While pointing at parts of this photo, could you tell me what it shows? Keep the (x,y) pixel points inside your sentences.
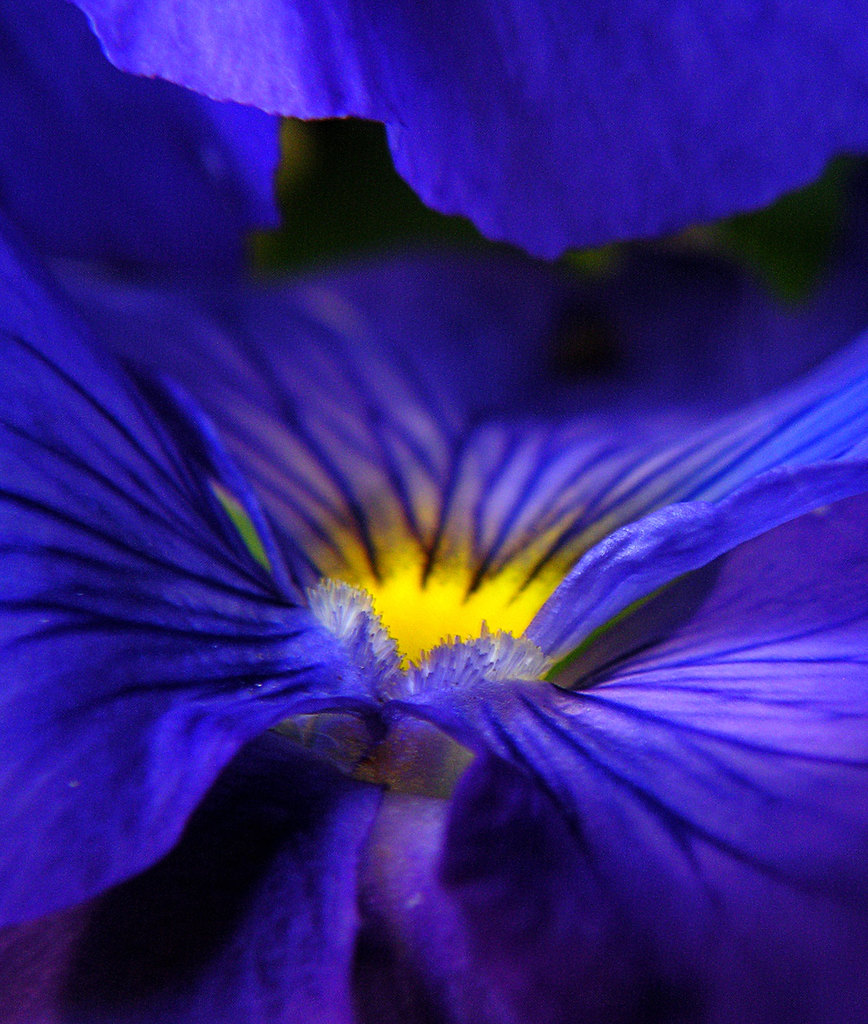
In this image I can see a blue color flower (382,526). The background (327,186) is in black color.
